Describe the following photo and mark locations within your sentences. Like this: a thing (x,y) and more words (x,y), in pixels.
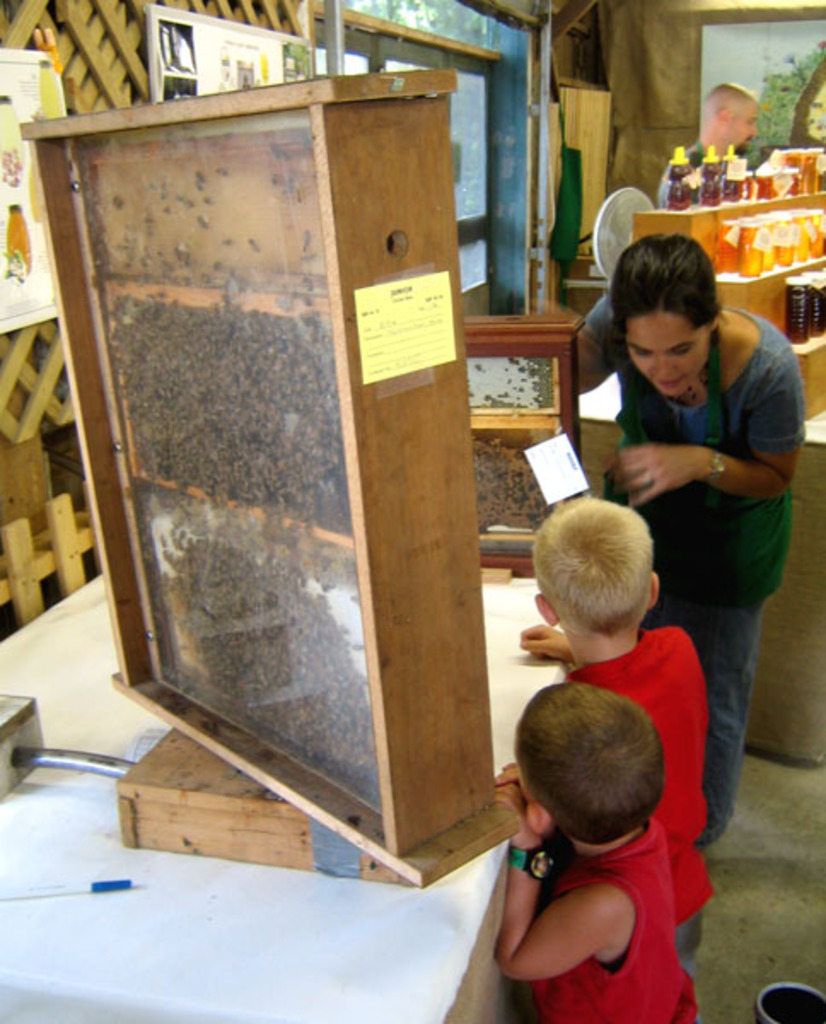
In this image I can see three people (678,692). I can see the wooden objects (215,831) on the table (17,850). In the background (761,187), I can see some objects (758,236) in the table (762,284) and a person (717,129) standing near the wall (643,123).
